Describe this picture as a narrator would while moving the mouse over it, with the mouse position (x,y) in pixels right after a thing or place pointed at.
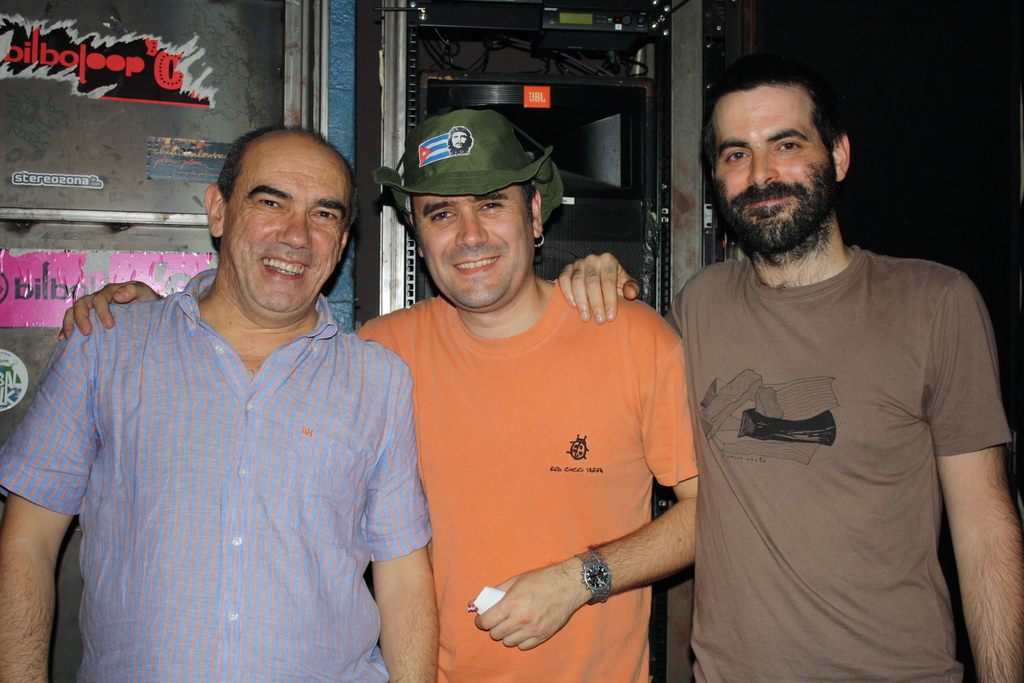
In this image we can see three persons (397,541) standing wearing blue, orange and brown color dress (508,433) standing and in the background of the image (35,157) there is sound-box (482,86), rack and some iron sheet (69,155) on which there are some posters (43,49) attached.
